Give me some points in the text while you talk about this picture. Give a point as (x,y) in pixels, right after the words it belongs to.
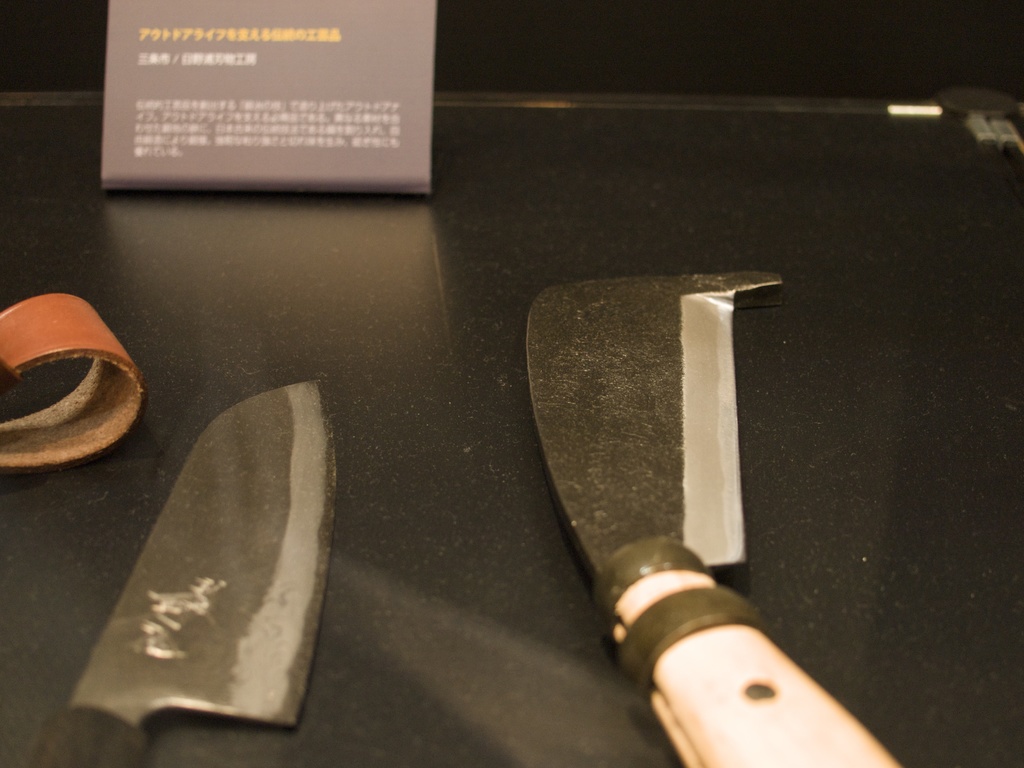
In this image I can see a black colored surface (340,299) and on the surface (344,289) I can see two knives (257,487), a orange colored object (62,316) and a board (301,142) which is grey in color.
